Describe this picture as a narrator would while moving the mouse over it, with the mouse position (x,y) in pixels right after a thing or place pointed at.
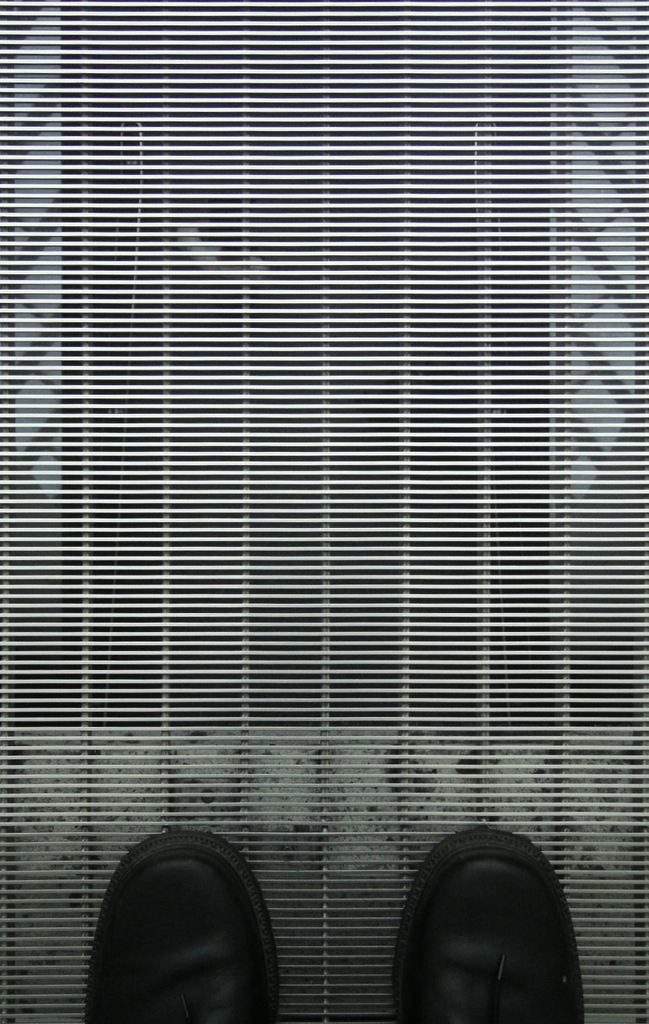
This is a black and white picture, we can see the shoes (179,855) on the grills (295,577).
